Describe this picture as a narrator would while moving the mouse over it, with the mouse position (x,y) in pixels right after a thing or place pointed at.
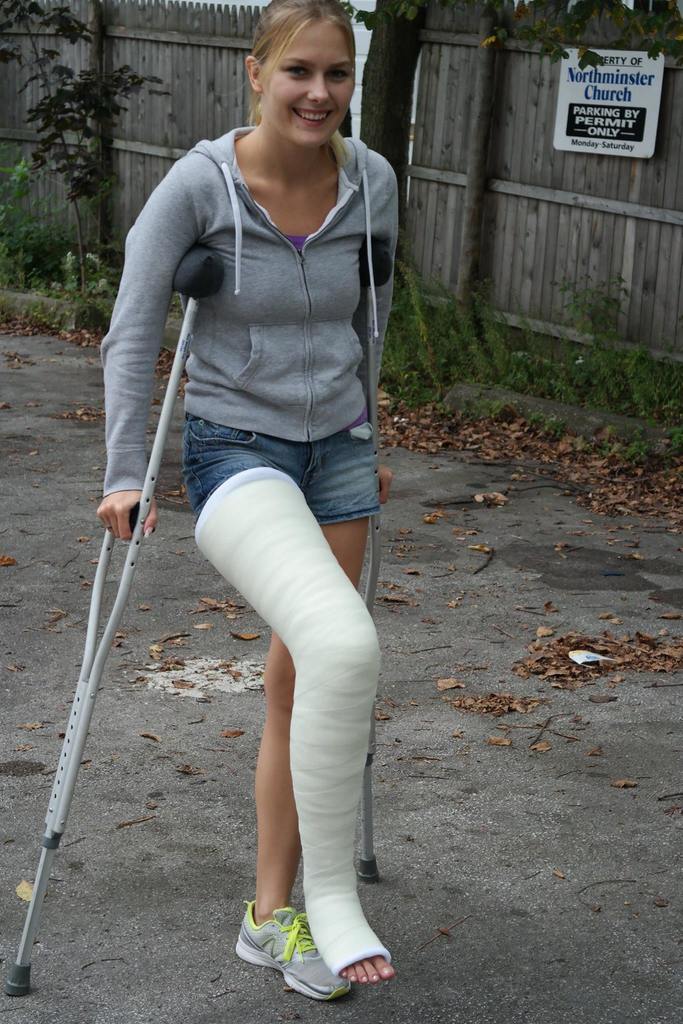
In this image there is a woman (305,357) walking on the floor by using the walking sticks (146,480). The woman (241,537) has bandage (254,563) to her right leg (293,592). In the background (175,65) there is a wooden fencing (165,62). On the floor (546,501) there are dry leaves (502,445). There is a board (601,98) to the wooden fencing (543,122).
